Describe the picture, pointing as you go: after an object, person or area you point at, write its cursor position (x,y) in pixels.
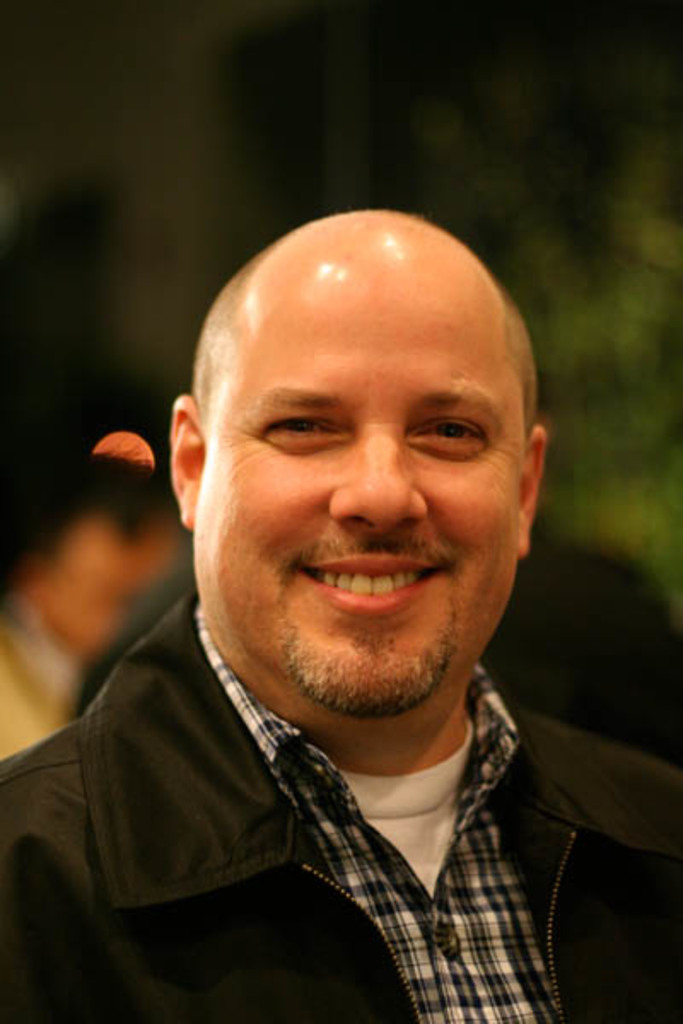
In this picture there is a man (287,827) smiling. In the background of the image (614,14) it is blurry.
